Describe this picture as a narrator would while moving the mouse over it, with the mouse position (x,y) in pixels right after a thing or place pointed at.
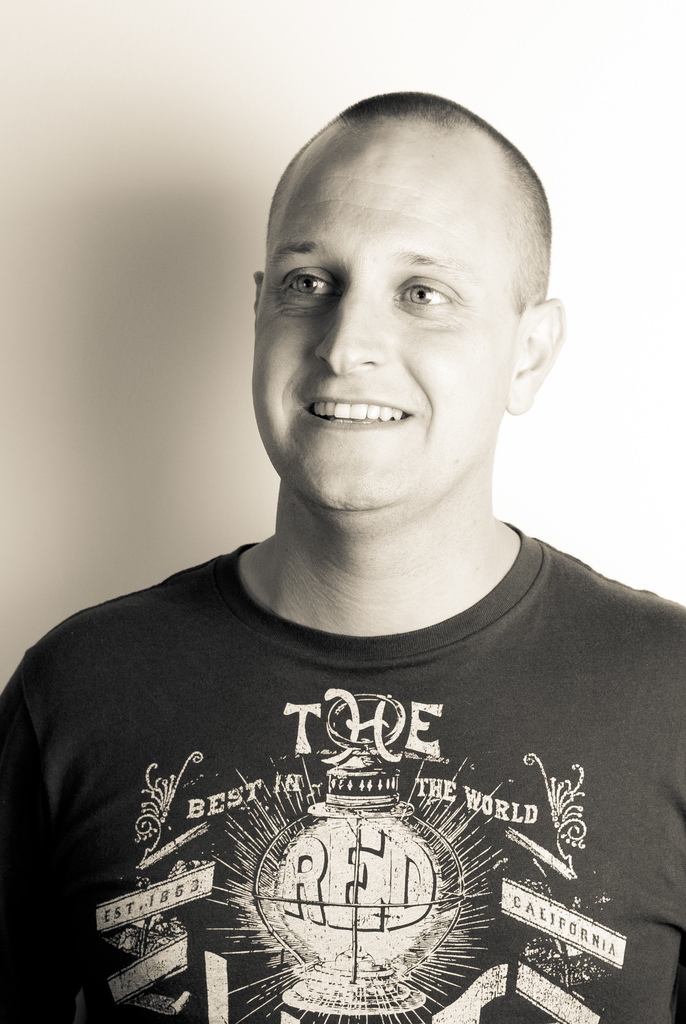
In this image we can see a person (343,902) wearing T-shirt (243,719) is smiling. The background of the image (642,328) is in white color.
